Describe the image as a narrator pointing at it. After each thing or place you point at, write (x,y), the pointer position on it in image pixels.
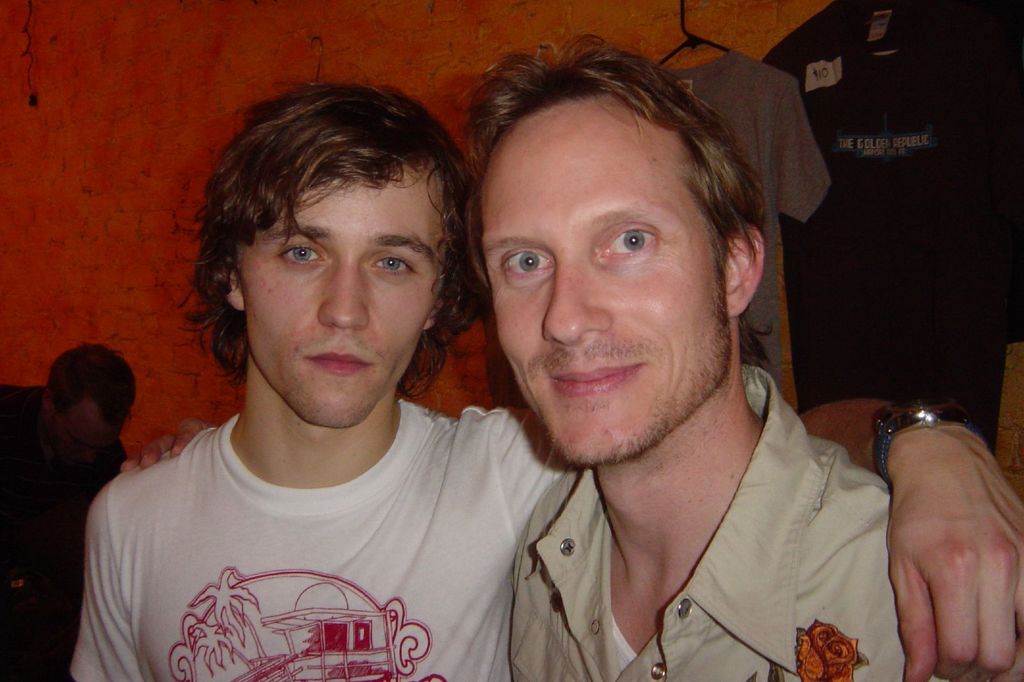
In the picture we can see a person (344,96) wearing white color T-shirt (279,568) is on the left side of the image (304,589) and a person (677,555) wearing shirt (544,523) and smiling is on the right side (774,525). In the background (827,306), we can see T-shirts (802,126) are hanged to the hangers (683,29) and on the wall (143,162).
